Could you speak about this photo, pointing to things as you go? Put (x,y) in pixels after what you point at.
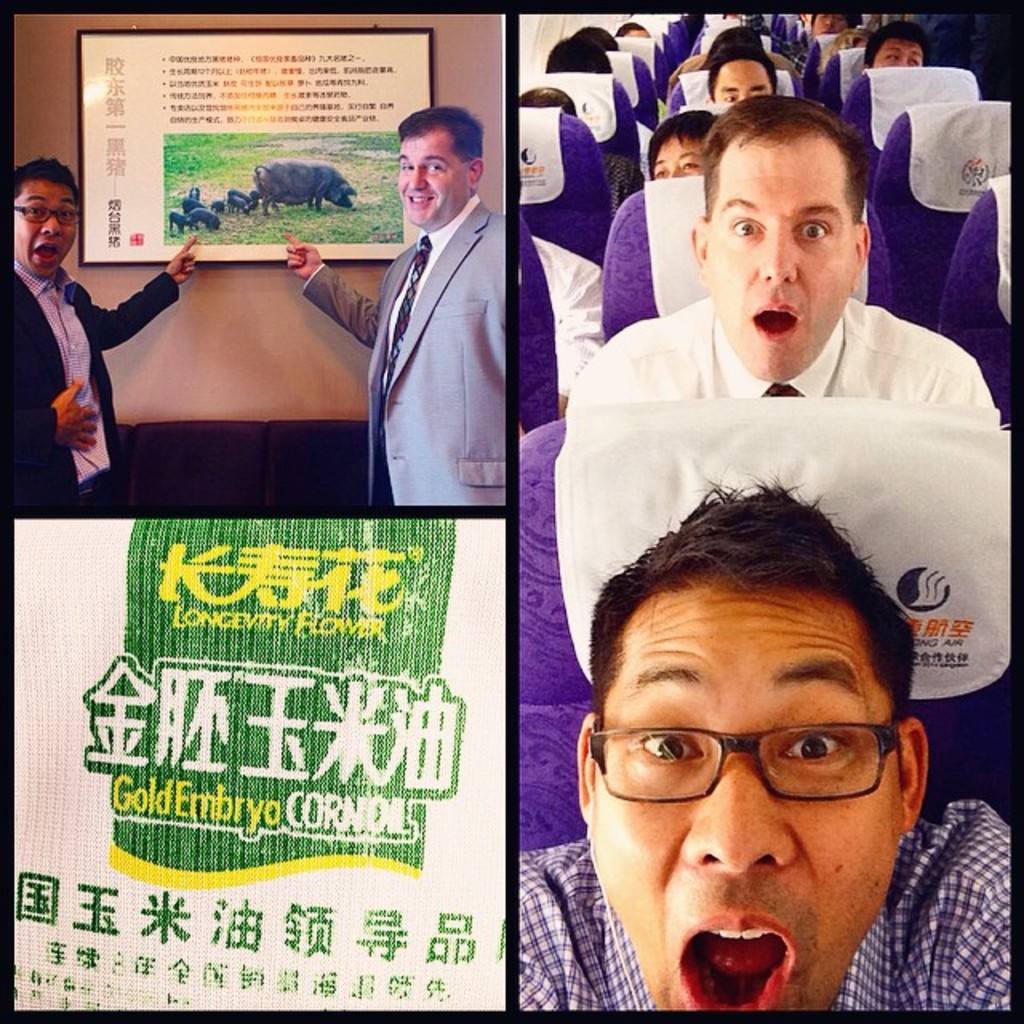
This is a collage edited image. on the left side (19,361) at the top (224,209) we can see two men (76,333) and a board (263,180) on the wall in the image and at the bottom (329,914) we can see texts (262,684) and design (269,636) are in a cloth (365,798) and on the right side (883,435) there are few persons (818,263) sitting on the seats (980,740) in a vehicle (668,478).
